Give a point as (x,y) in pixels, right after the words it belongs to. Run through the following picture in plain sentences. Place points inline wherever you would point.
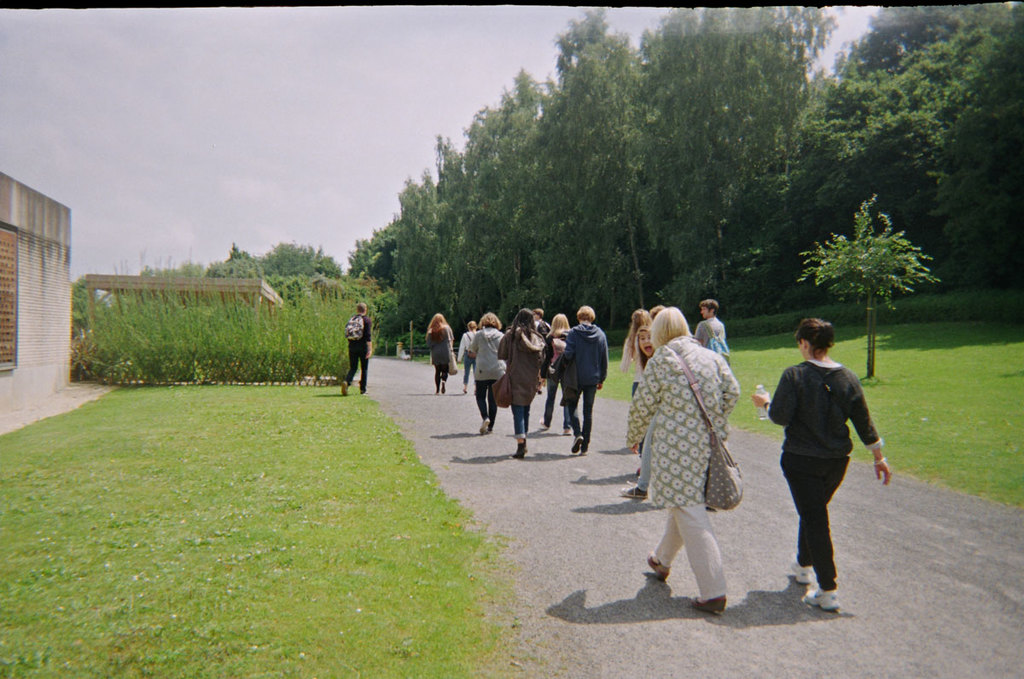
In this image in the center (396,421) there is a road (615,471), on the road (413,420) there are some people (556,387) who are walking, and on the right side (726,306) and left side (196,494) there are some trees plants (75,347) and grass (303,408). On the left side (54,313) there is one house (54,313), on the top of the image (229,129) there is sky (305,130).
